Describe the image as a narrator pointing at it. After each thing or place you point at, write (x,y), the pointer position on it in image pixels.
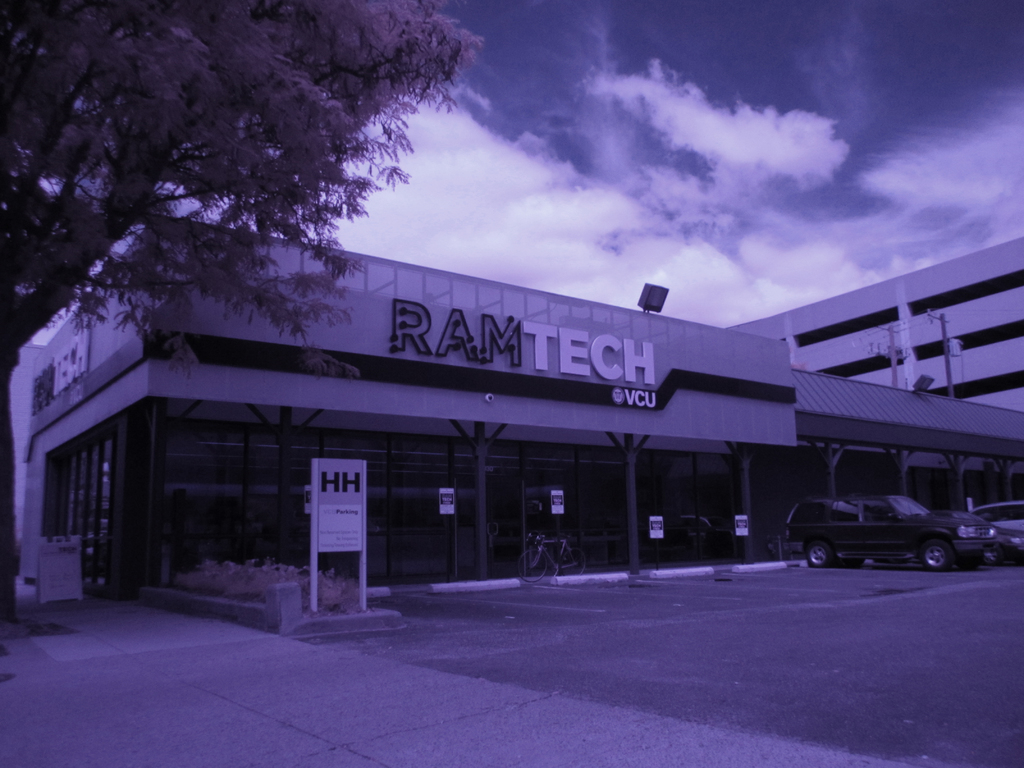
In this image there is a car (906,547) parked in front of a building (354,433), in front of the building (194,447) there are sign boards (328,543), on the building (437,376) there is a name plate (576,334), behind the building (636,385) there is another building (985,326), there are electric poles (942,341) and there are glass walls (639,502) and pillars (283,464) of the building (333,448), beside the building (276,451) there is a tree (221,140), at the top of the image (493,172) there are clouds (578,189) in the sky (470,261), on the building (613,314) there is a focus light (660,296).
